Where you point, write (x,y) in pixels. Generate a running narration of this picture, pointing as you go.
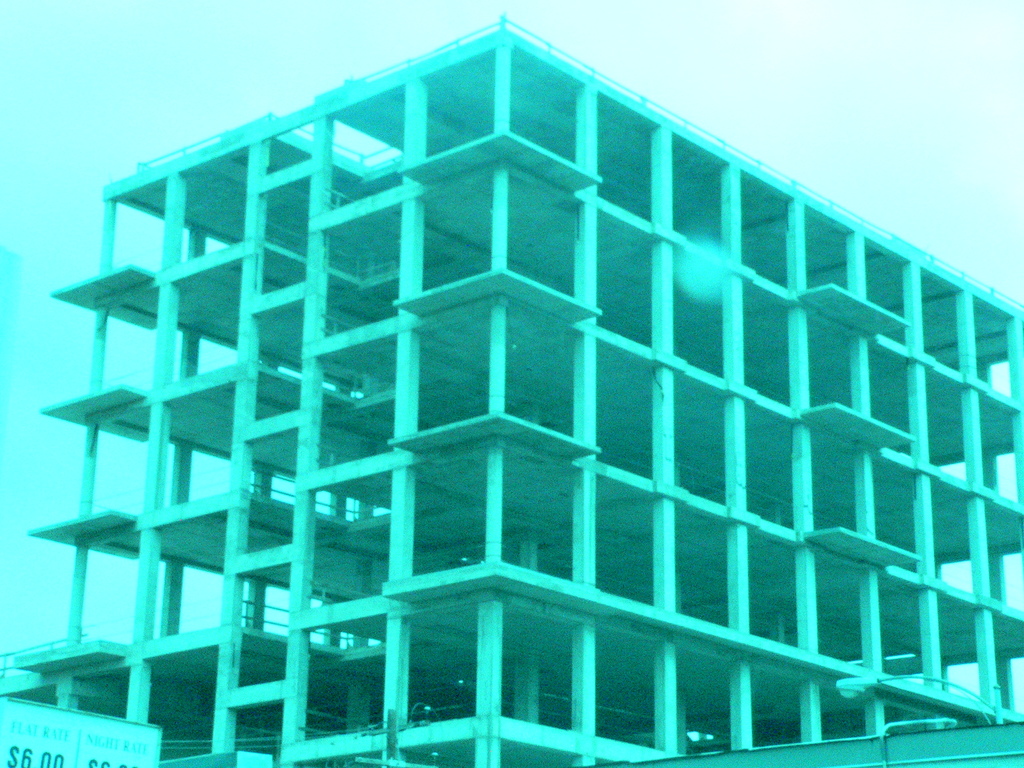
In the center of the image (655,308) there is a building (627,299). At the top of the image (248,79) there is sky (384,49).
